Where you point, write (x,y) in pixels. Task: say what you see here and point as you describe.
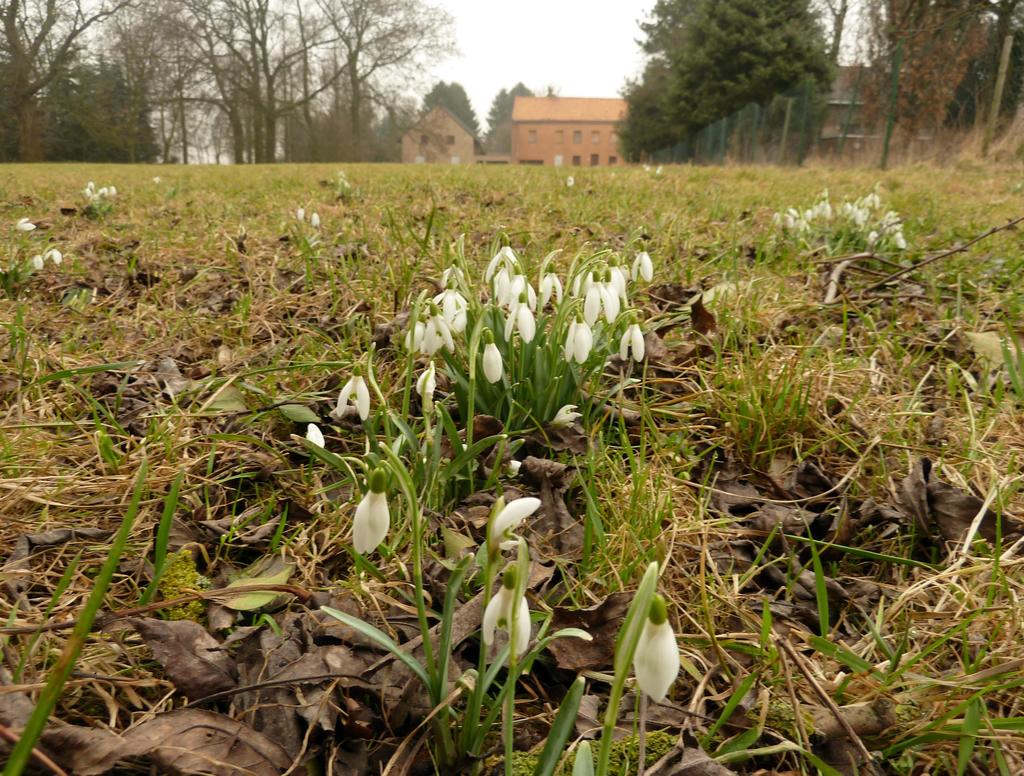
In this image in the front (484,452) there is a plant (486,571) and in the center (354,280) there is grass (402,200) on the ground (361,199). In the background (326,92) there are trees (708,88) and there are buildings (549,133) and the sky (521,50) is cloudy.
